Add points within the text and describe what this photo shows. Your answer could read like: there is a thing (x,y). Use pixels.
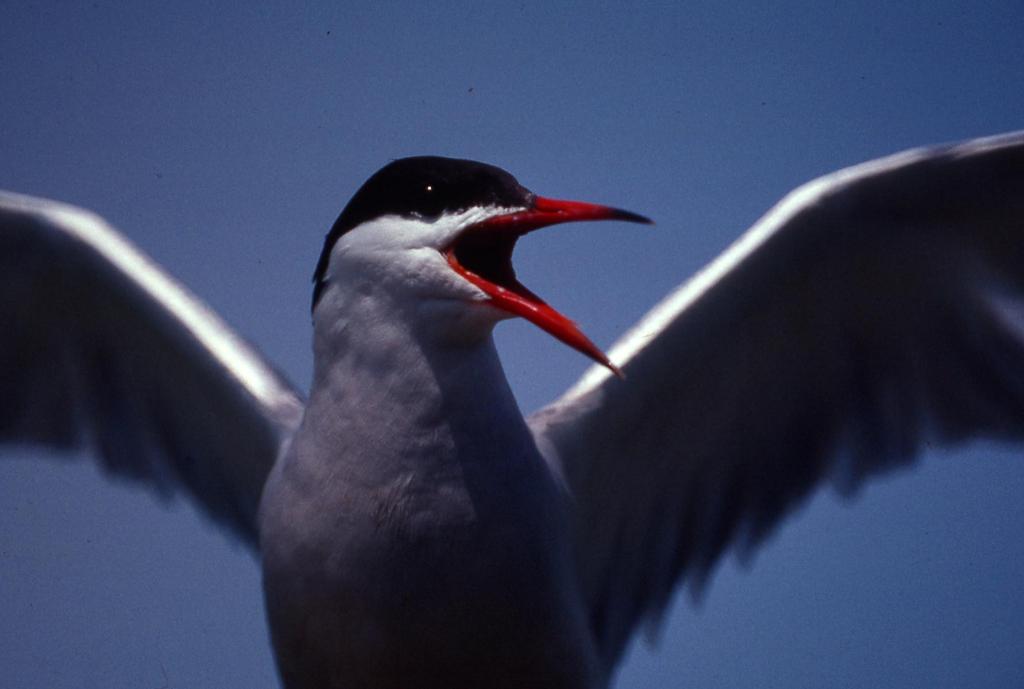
In this picture we can see a bird (373,416).
